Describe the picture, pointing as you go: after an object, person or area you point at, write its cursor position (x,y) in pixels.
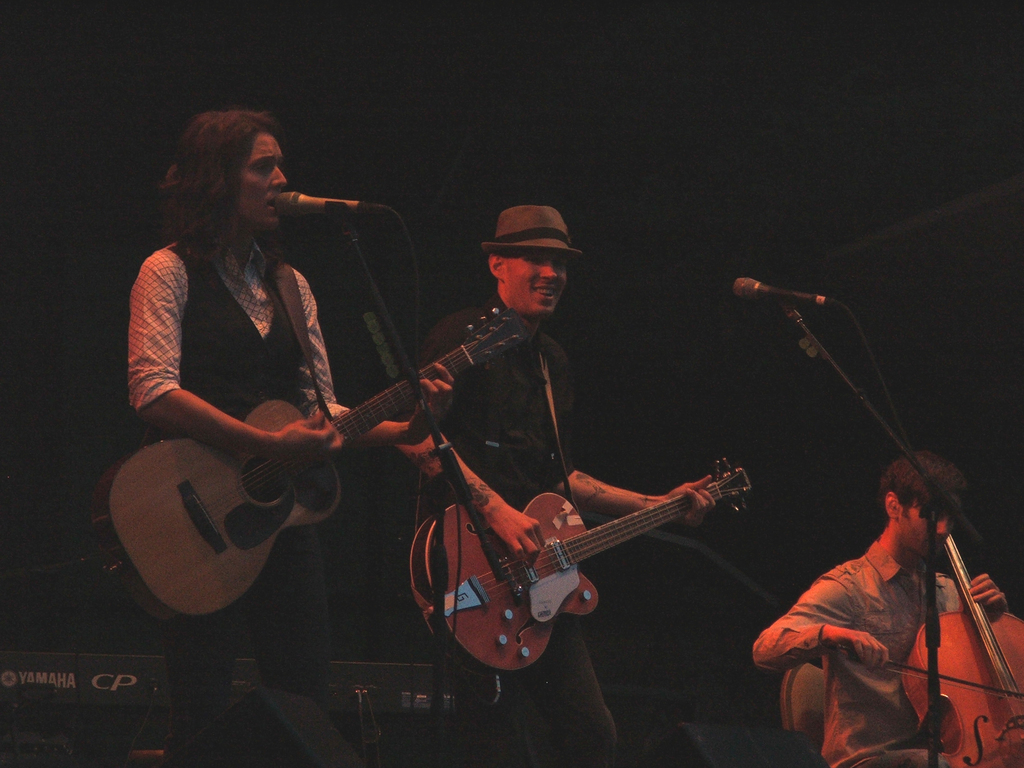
These 3 people (389,422) are performing by playing musical instruments (215,453) and on the left (216,333) the person (237,353) is singing also.
